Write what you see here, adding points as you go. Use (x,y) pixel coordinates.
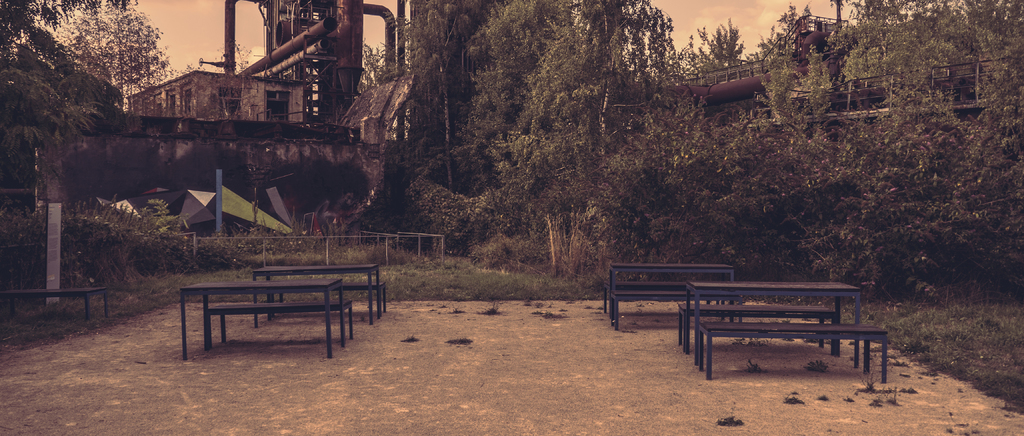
In this picture we can see tables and benches (738,309) on the path (554,381). We can see grass (520,299), trees (643,62), railings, pipes (689,90), a building (272,112), other objects (276,124) and the sky (199,33).
